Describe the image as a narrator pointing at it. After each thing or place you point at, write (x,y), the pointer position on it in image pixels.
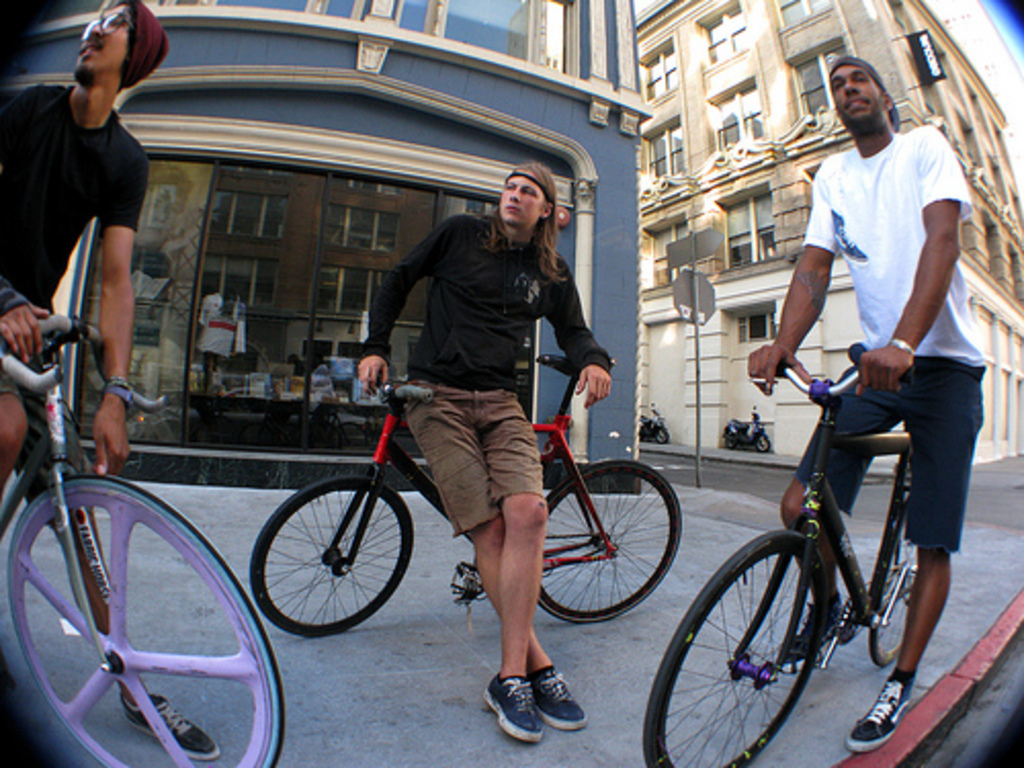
In this image I can see three men (61,205) are standing with their cycles (2,350). I can also see few of them are wearing caps (146,59) and he is wearing specs (110,19). In the background (444,98) I can see few buildings (699,154), a sign board (670,256) and few vehicles (750,425).
